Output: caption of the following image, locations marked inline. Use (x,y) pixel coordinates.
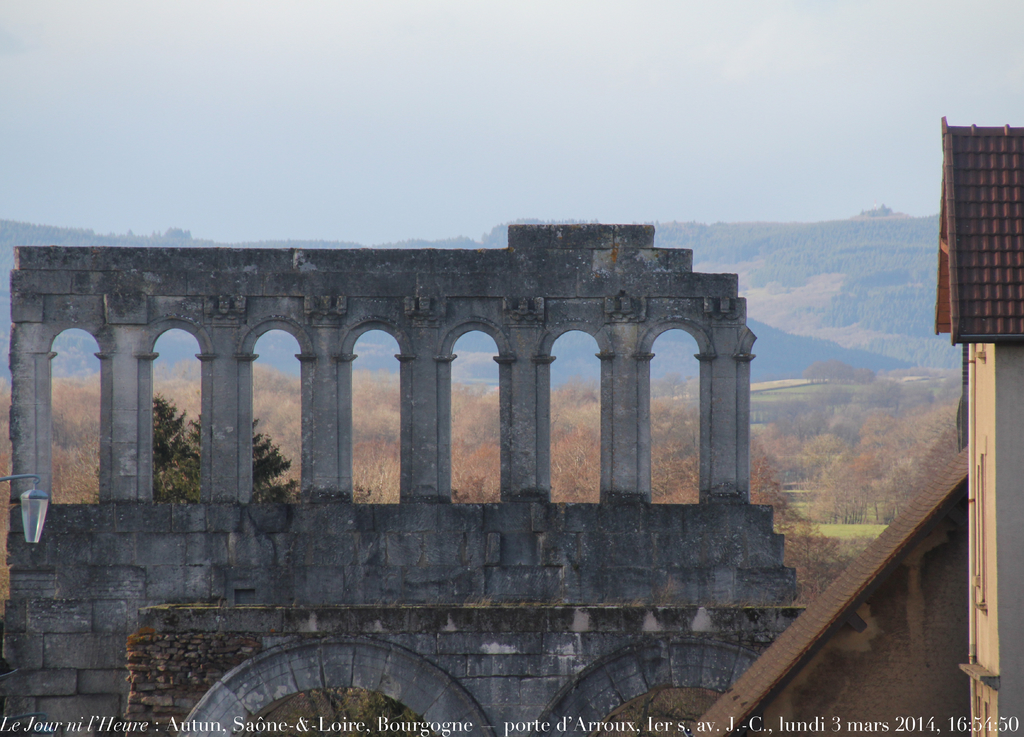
In this image we can see sky (458,149), hills (903,252), monument (639,577), trees (498,493) and ground (875,530).
